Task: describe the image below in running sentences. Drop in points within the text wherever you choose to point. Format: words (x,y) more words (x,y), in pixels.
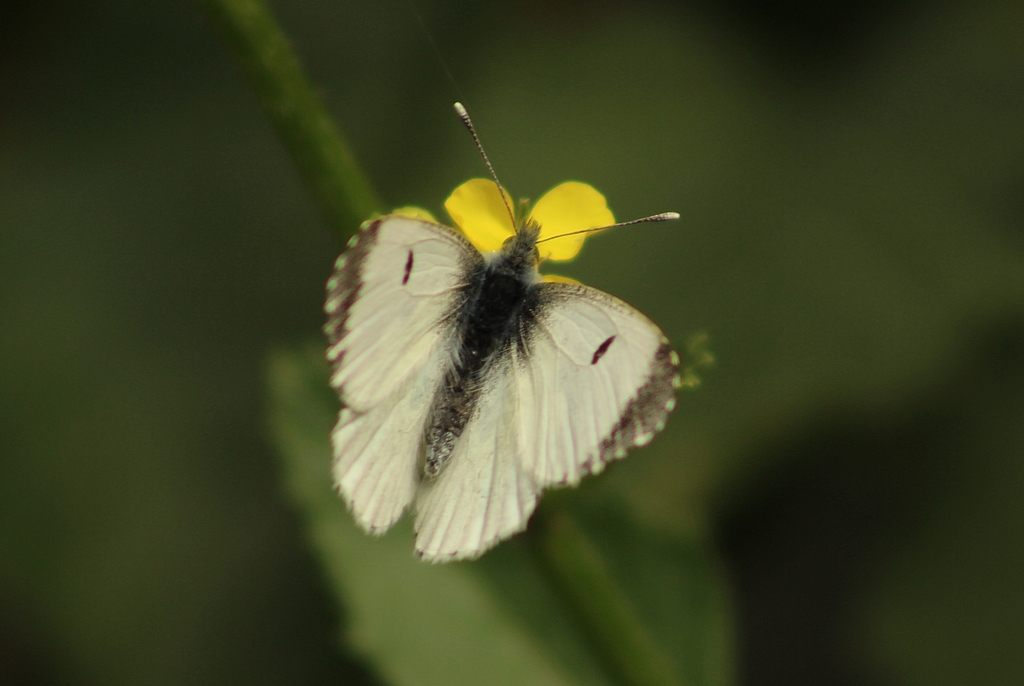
In this image I can see an insect (390,343) which is cream, brown and black in color is on the flower (457,222) which is yellow in color. I can see the green colored background (669,110) which is blurry.
